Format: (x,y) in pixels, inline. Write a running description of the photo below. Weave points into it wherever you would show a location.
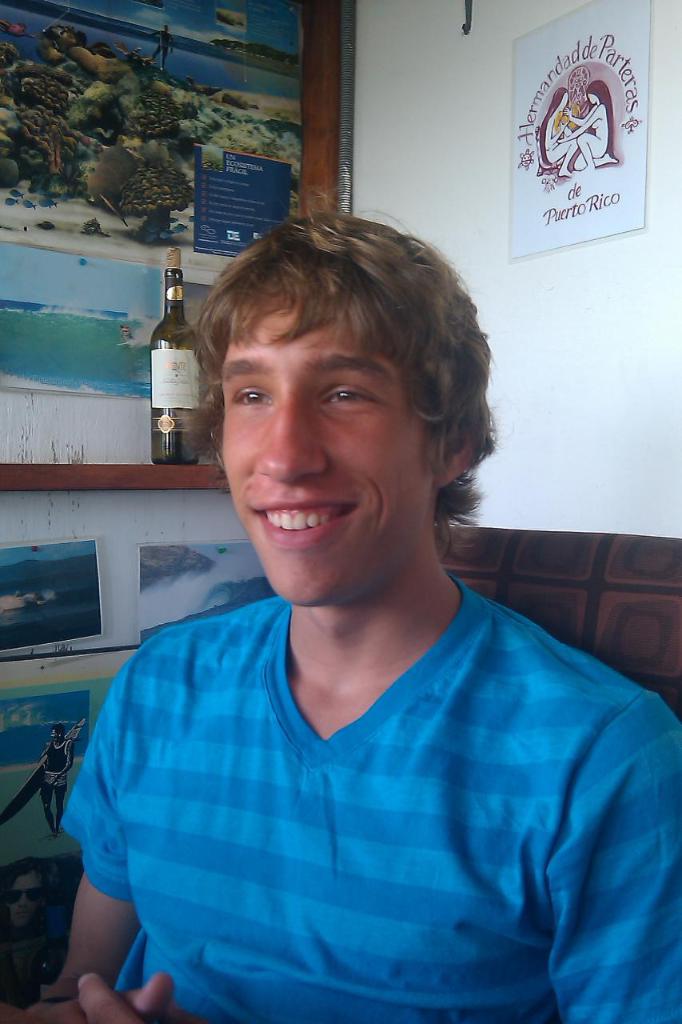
In this image we can see a person (260,732) sitting on the chair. There are many photos (27,310) on the wall (547,289). There are few posters (552,197) on the wall (587,268).
